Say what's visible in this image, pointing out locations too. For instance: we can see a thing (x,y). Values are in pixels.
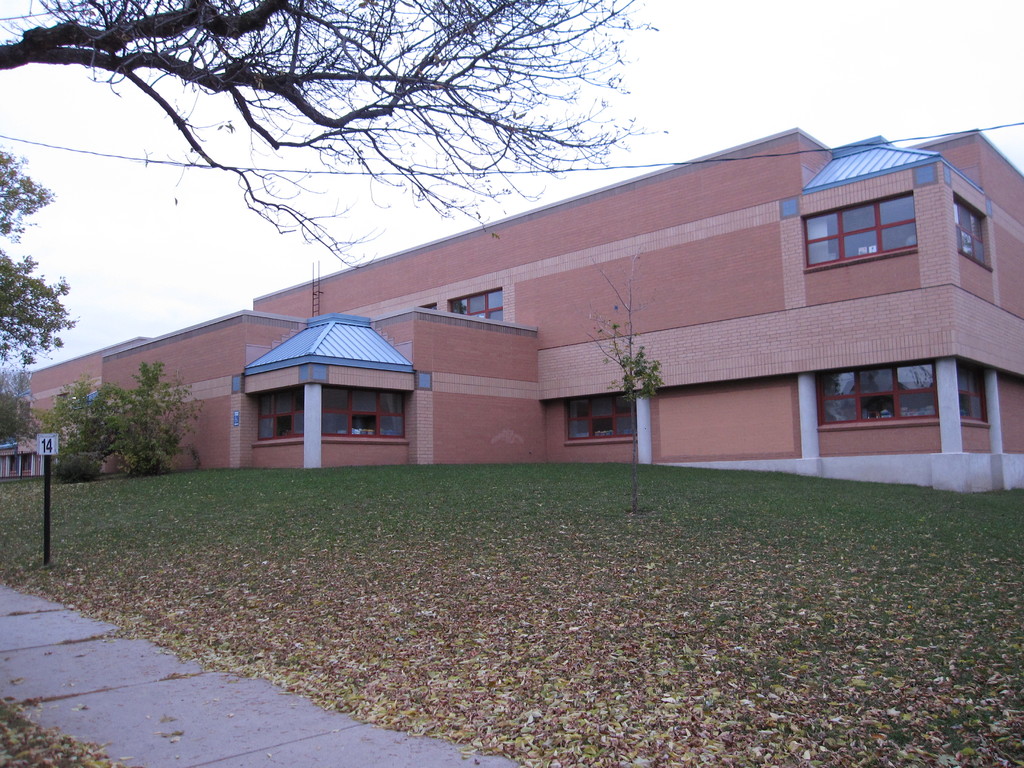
In this image I can see few plants (31,291) in green color, the building (362,333) is in brown color and I can also see few glass windows (342,419). In the background (710,69) the sky (692,93) is in white color.
